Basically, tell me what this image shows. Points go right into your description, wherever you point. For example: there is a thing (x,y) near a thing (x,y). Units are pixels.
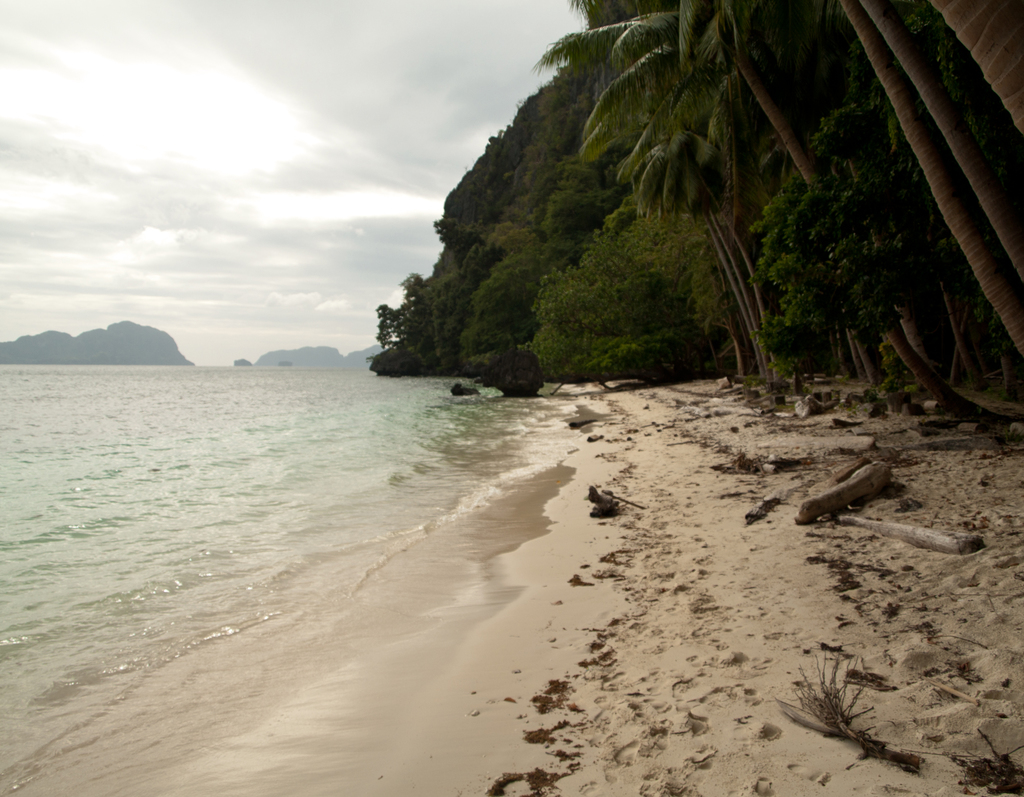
In the foreground of this image (543,624), there is a beach (576,526). In the background (689,212), there are trees (510,305), water (97,403), mountains (364,357) and the sky (253,234).
